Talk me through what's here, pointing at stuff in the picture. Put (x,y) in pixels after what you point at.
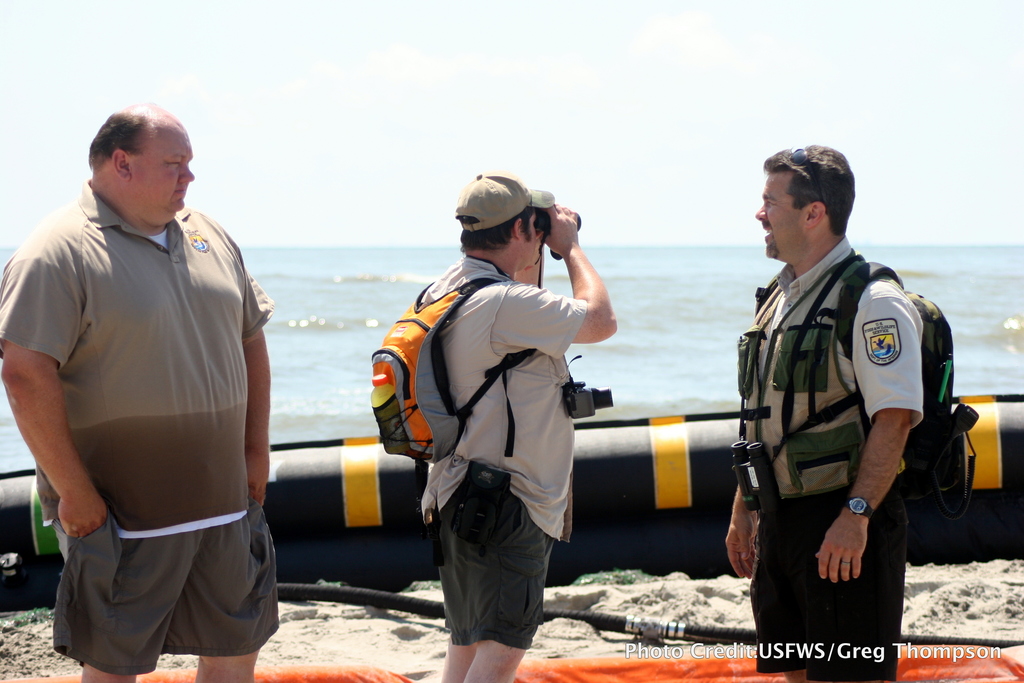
In the image there are three men (245,610), one man (778,476) is wearing a binocular (765,482) and behind him another person (546,335) is seeing something through the binocular (535,222) and behind the three men (517,295) there is a sea (650,335).
